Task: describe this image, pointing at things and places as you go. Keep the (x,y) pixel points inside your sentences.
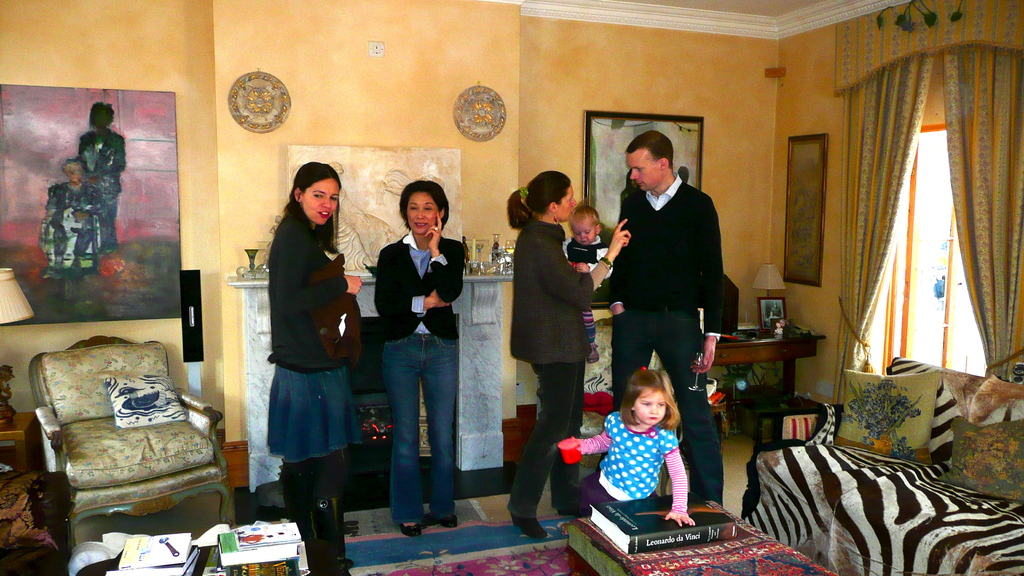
In this image we can see some group of persons (271,357) standing in a room (250,390), we can see couch (81,365), table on which there are some books (610,509) and objects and in the background of the image (908,296) there are some tables (765,342), window (921,215), curtain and there is a wall (283,184) to which some paintings (57,132) are attached.
